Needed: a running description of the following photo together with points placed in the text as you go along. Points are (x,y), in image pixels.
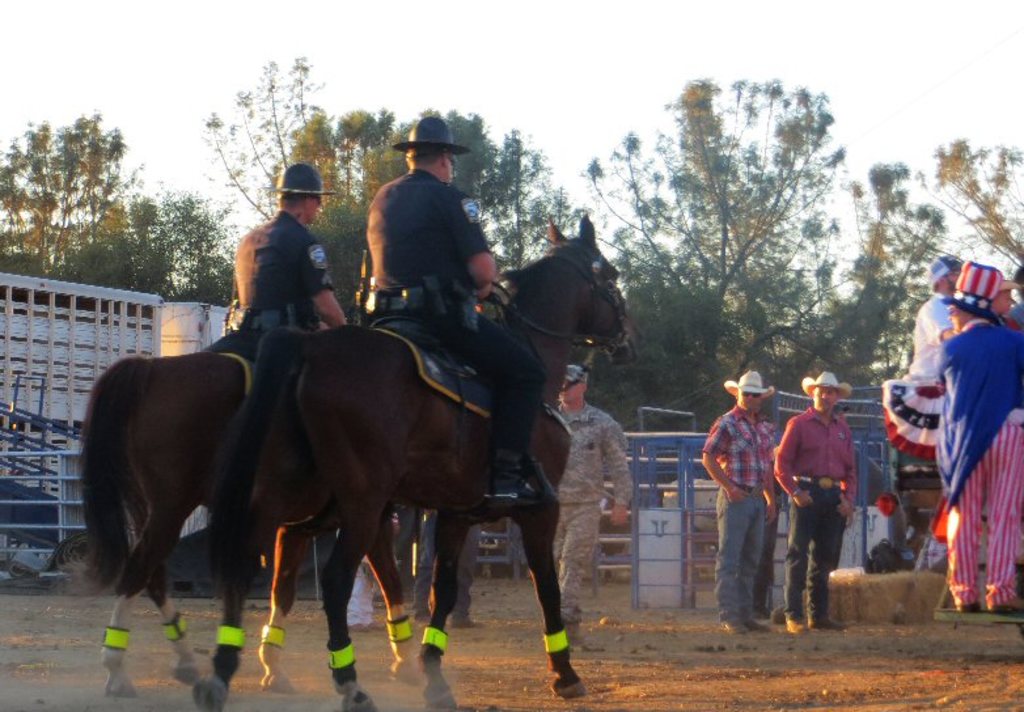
This is an outside view. On the left side (281,372) two persons (294,299) are sitting on two horses (374,395) facing towards the back side (430,410). On the right side (737,509) there are few people (746,496) standing on the ground (810,653). In the background (681,492) there is a railing (677,455) and many trees (700,234). At the top of the image (638,51) I can see the sky (498,18).
